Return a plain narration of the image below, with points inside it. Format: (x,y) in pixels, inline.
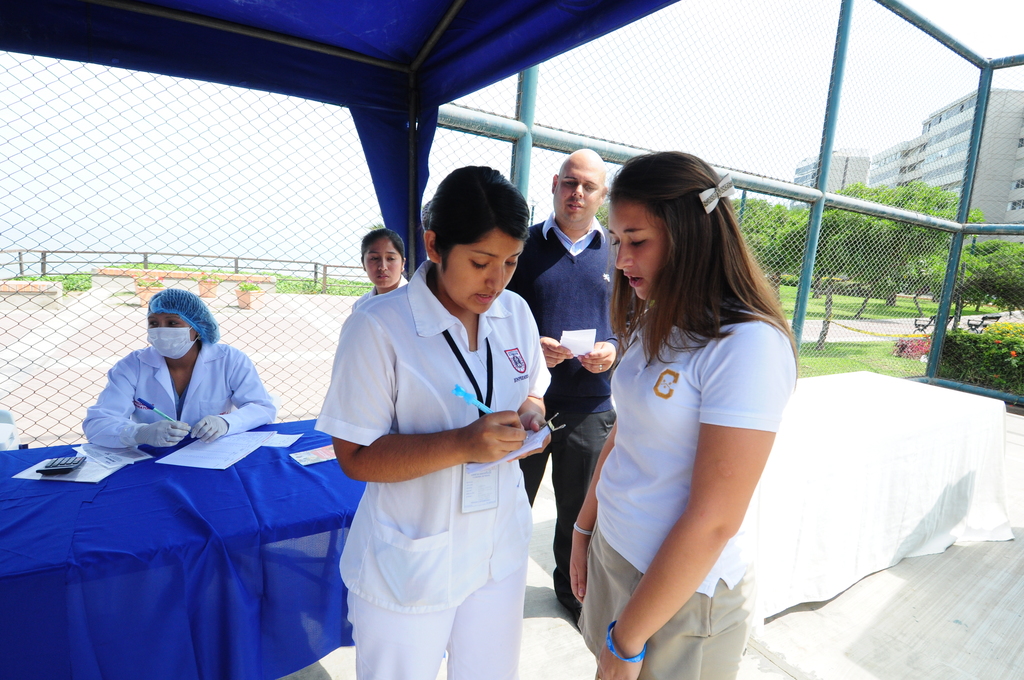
In this picture we can see there are four people (512,319) standing and a person (222,390) is sitting. In front of the person (188,361) there is a table (166,512), covered with a cloth (160,587) and on the table (152,491) there are papers (171,457) and a calculator (60,465). A woman (407,468) in the white dress (412,411) is holding a paper (476,465) and writing something on the paper (514,451). Behind the people (390,366) there is the fence (907,204), benches (988,320), pots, trees (803,238), buildings (876,174) and the sky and other things (878,482).
